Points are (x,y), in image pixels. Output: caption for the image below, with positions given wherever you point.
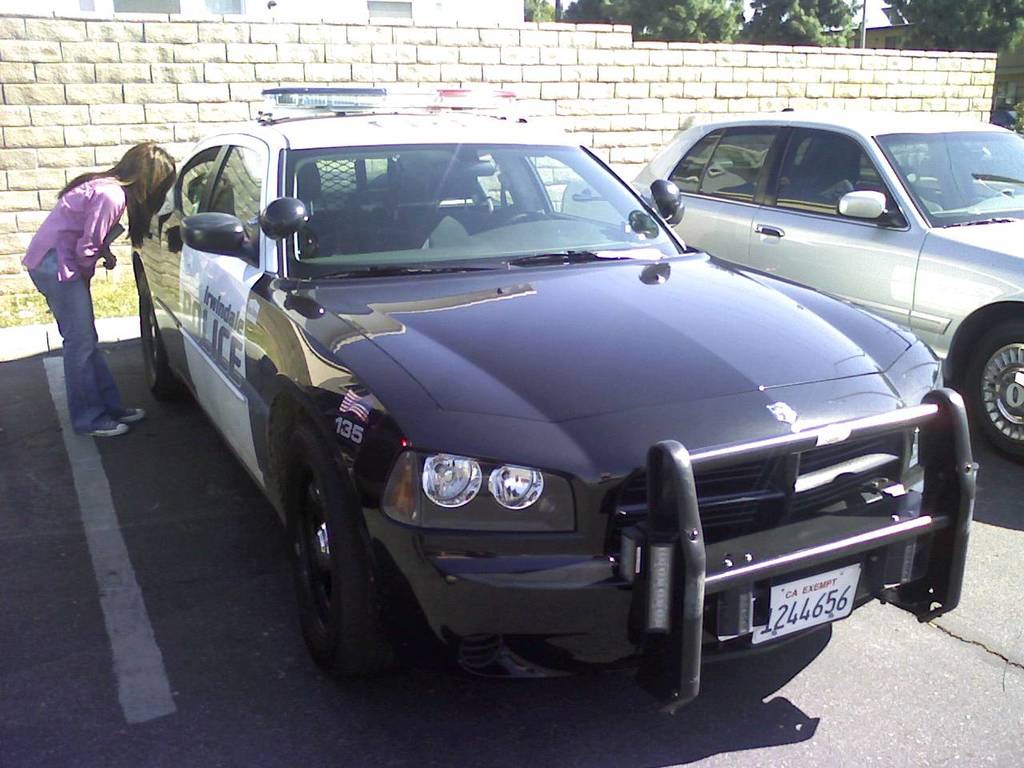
In this image we can see vehicles (365,390). Also there is a person (80,280) standing. In the back (154,86) there is a brick wall (322,64). Also there are trees (692,29).
